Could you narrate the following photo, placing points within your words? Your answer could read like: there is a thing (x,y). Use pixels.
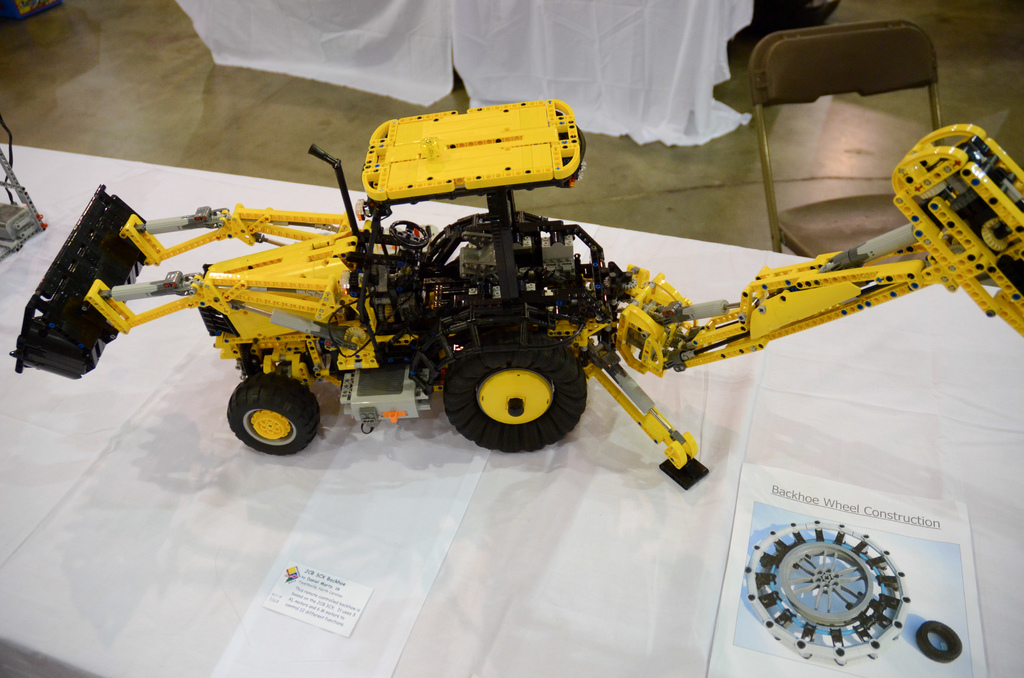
A toy crane (287,288) is kept on a table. On the table (331,431) there is a white cloth (532,555) with some papers (820,588). In the background (793,79) there is a chair (840,94).
